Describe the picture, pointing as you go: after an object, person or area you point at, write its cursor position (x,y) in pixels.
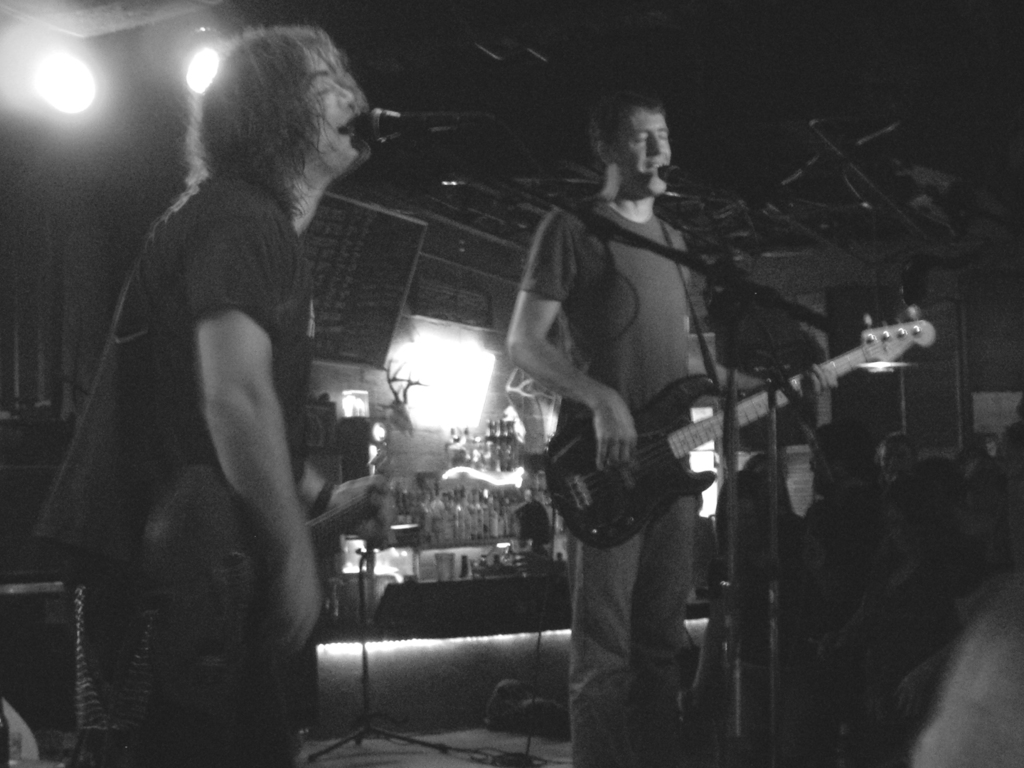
In this image, There are two people (586,258) standing and they are holding some music instruments (555,482) there are some microphone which are in black color, They are singing in the microphones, In the background (446,416) there are some lights (454,413) which are in white color.
